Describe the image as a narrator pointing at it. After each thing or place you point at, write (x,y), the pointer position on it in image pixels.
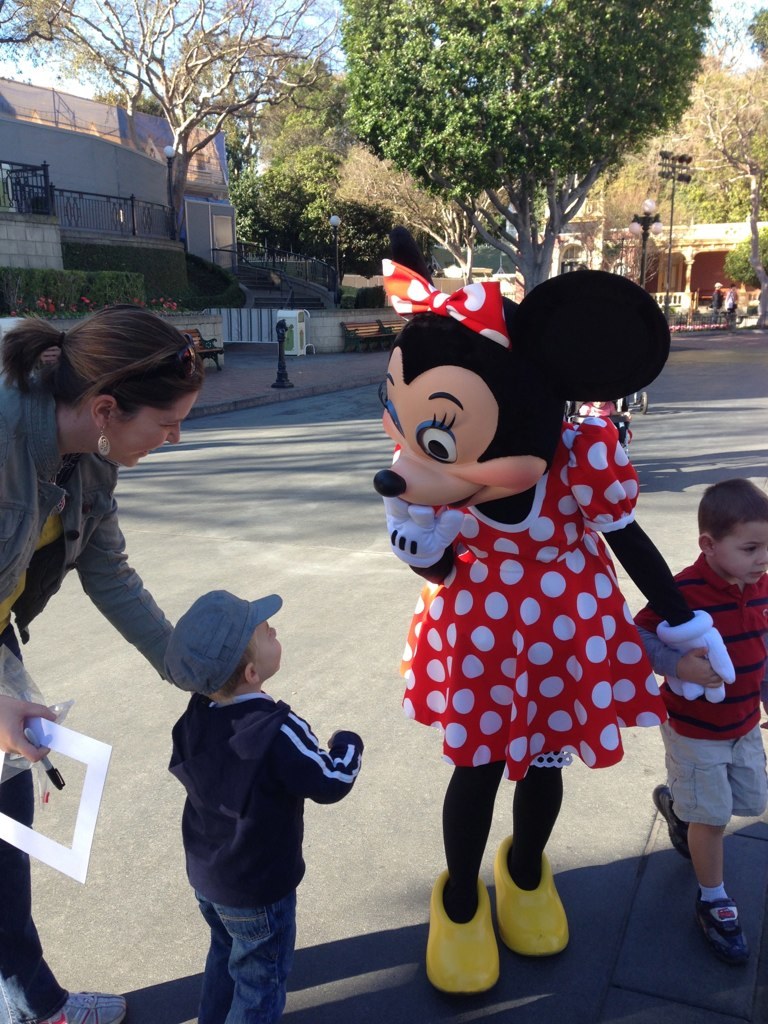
In this image, we can see a person (43,502) and kids (747,663) wearing clothes (753,620). There is a minnie mouse (449,608) in the middle of the image (430,398). There are some trees (537,166) at the top of the image (431,5). There is a shelter house (87,166) in the top left of the image (95,154).
